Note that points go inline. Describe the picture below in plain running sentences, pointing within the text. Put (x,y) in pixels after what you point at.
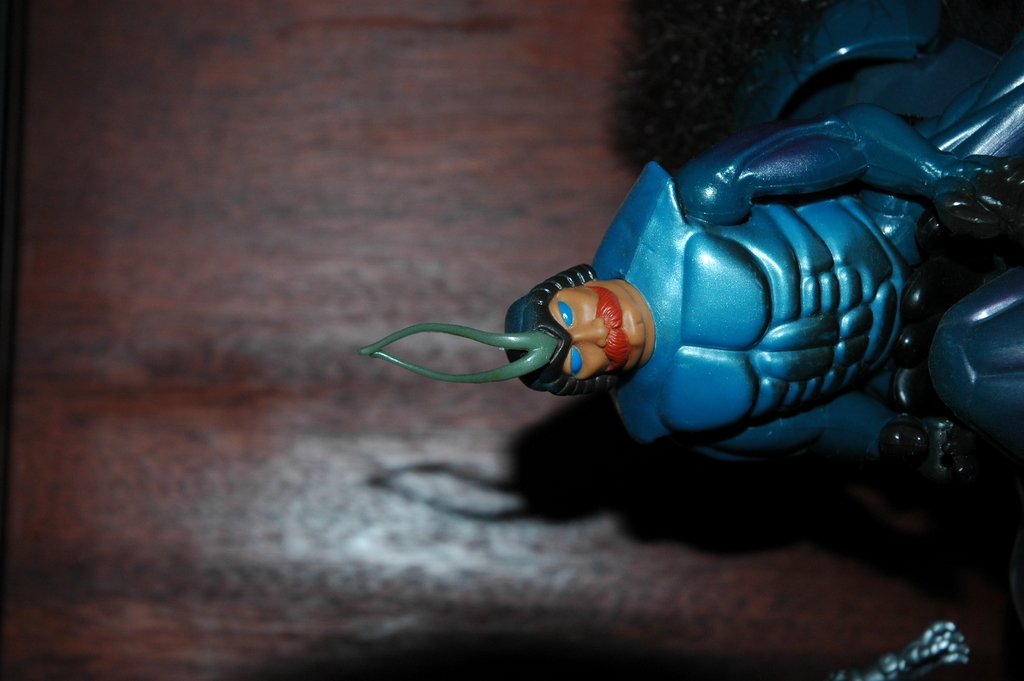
In this image we can see a blue color toy (627,287). The background of the image (448,9) is blurred which is in brown color.
